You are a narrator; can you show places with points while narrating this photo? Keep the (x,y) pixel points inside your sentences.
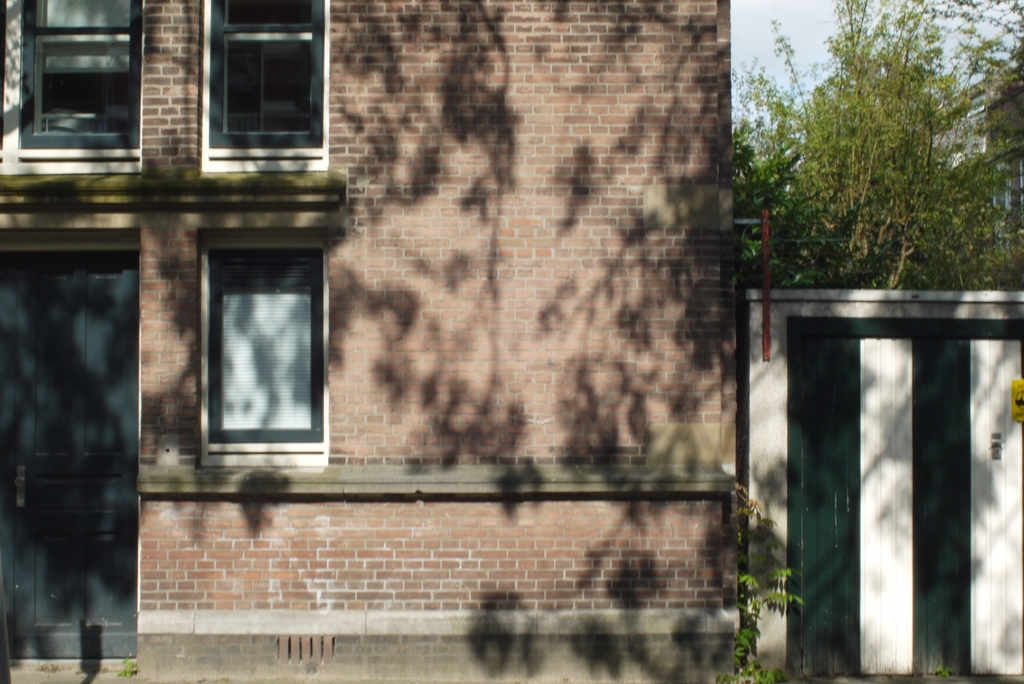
In this image I see the buildings (553,355) on which I see the windows (245,120) and I see door (14,276) over here and I see the fencing (761,498) over here and I see plants (778,596), trees (792,216) and the sky (811,60).
